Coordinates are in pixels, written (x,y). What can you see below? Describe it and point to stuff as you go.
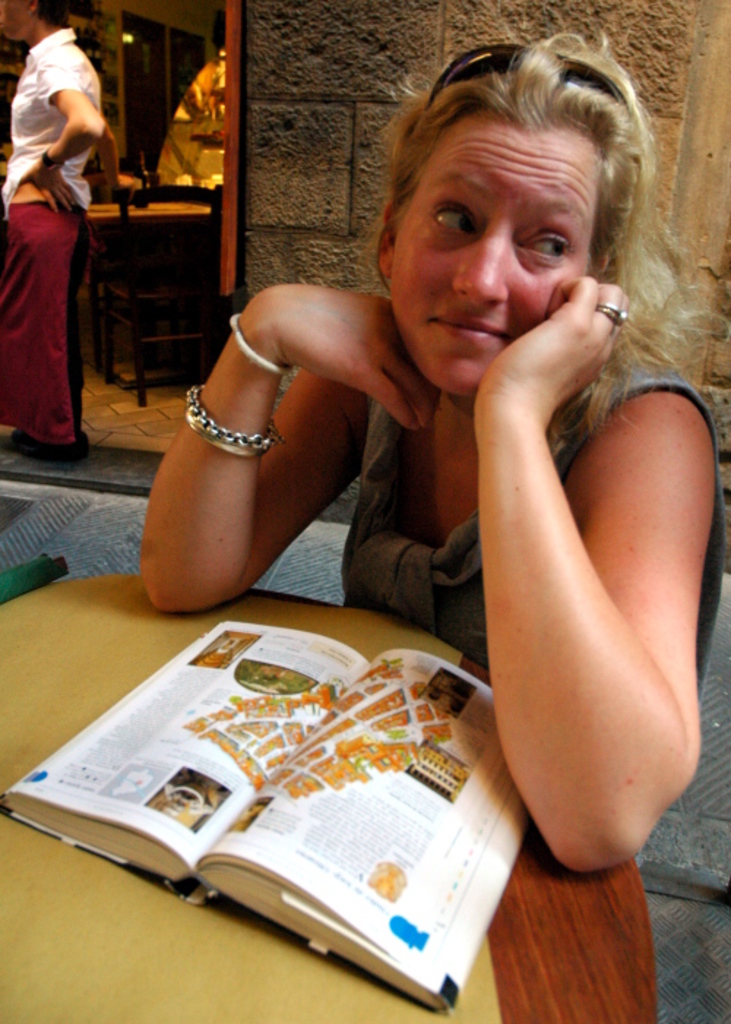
In this picture I can see a table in front (222,1013), on which there is a book (259,720) and I see few pictures (266,736) on it and I can see a woman (178,475) who is sitting. In the background (303,28) I can see the wall (266,202) and on the left side of this picture (71,129) I can see a person (71,126) who is standing.
